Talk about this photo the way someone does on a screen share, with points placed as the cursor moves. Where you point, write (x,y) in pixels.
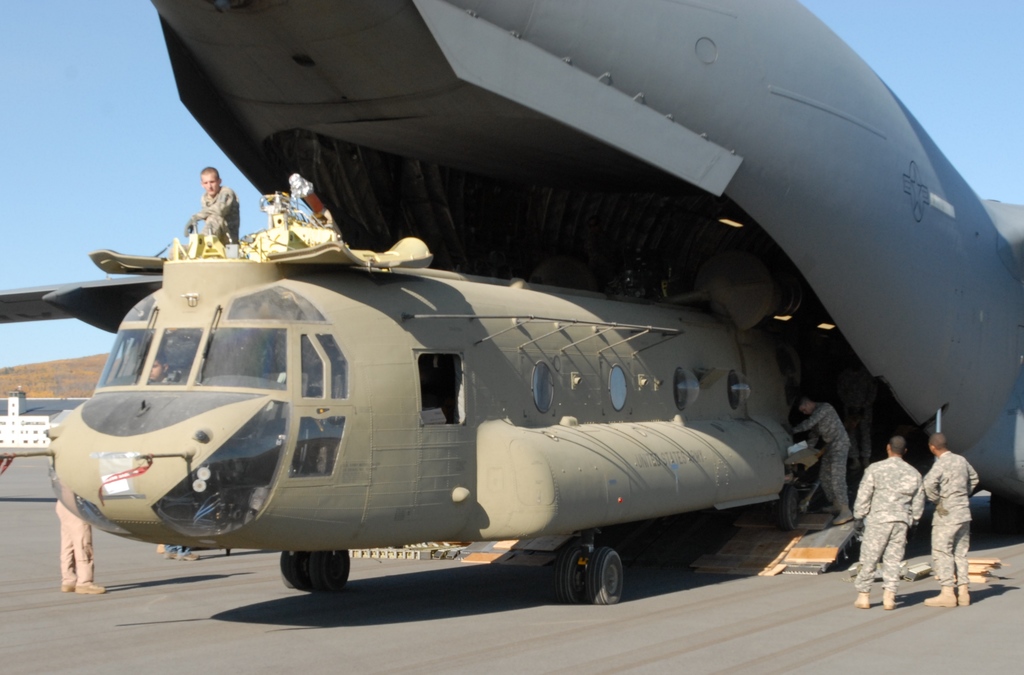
In the image in the center (418,343), we can see one helicopter (665,338). On the helicopter (235,291), we can see one person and a few other objects (414,264). And we can see a few people (962,506) are standing. In the background (72,164) we can see the sky (195,145), hill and building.
